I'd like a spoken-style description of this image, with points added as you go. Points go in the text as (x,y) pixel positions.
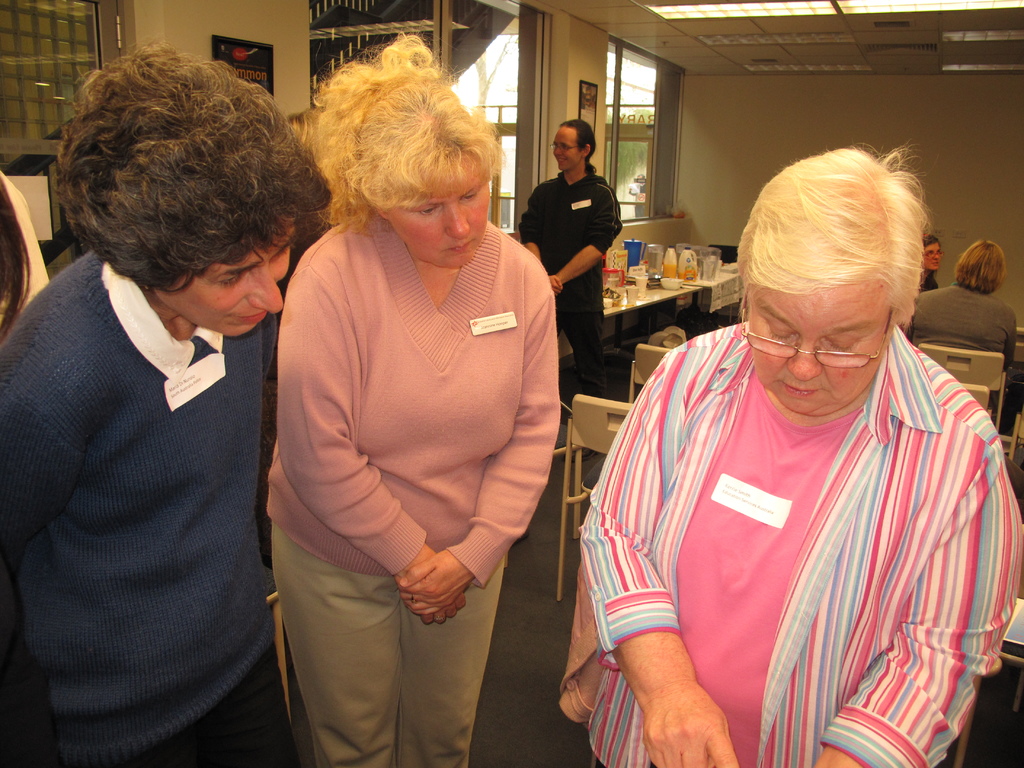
In this picture I can see few people (490,511) standing and I can see chairs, tables (677,293) and few items (683,276) on the tables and I can see frame (246,79) on the wall (233,36) with some text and few lights (777,5) to the ceiling (831,27) and I can see couple of them (975,264) sitting in the back (992,309).
